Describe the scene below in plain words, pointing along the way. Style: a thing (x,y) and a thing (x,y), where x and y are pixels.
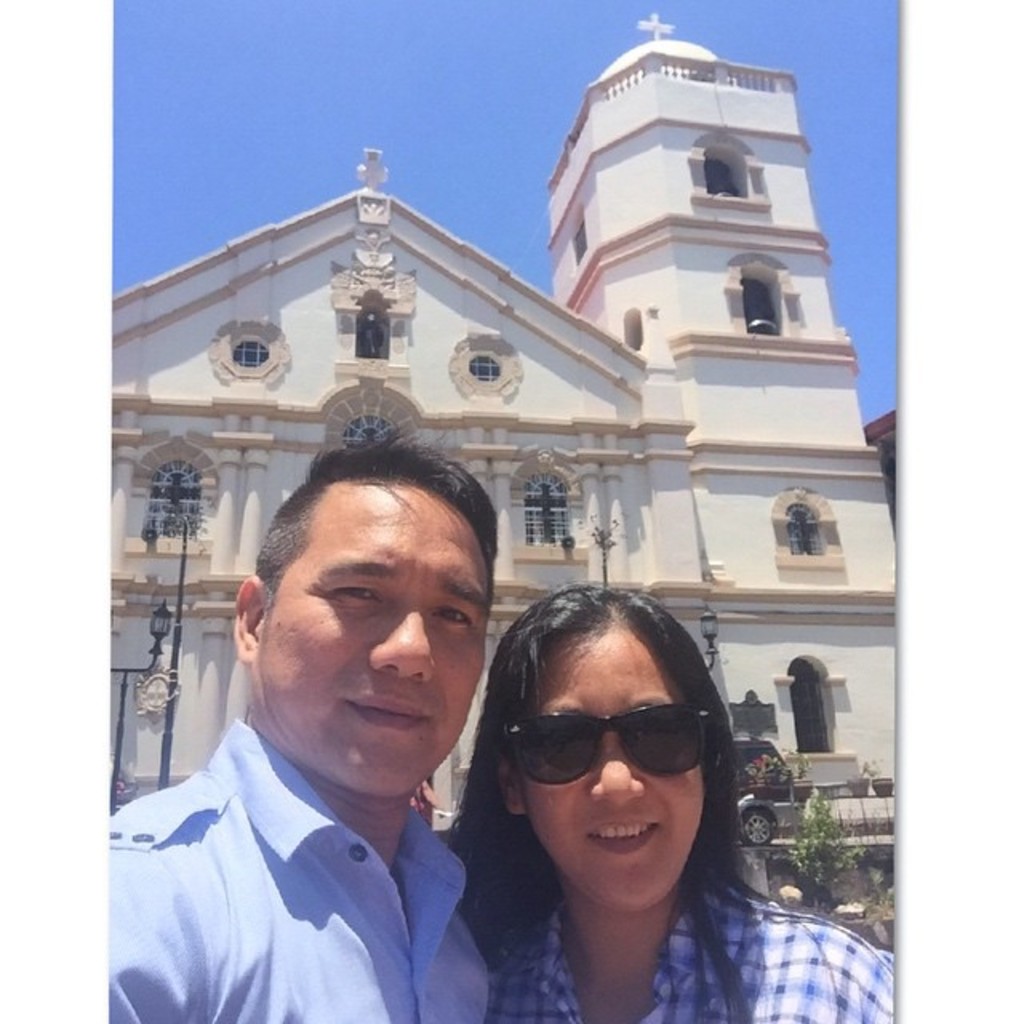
In the image I can see a lady (568,843) and a guy (482,647) who are standing in front of the building (636,493) and also I can see trees (820,801) and poles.
